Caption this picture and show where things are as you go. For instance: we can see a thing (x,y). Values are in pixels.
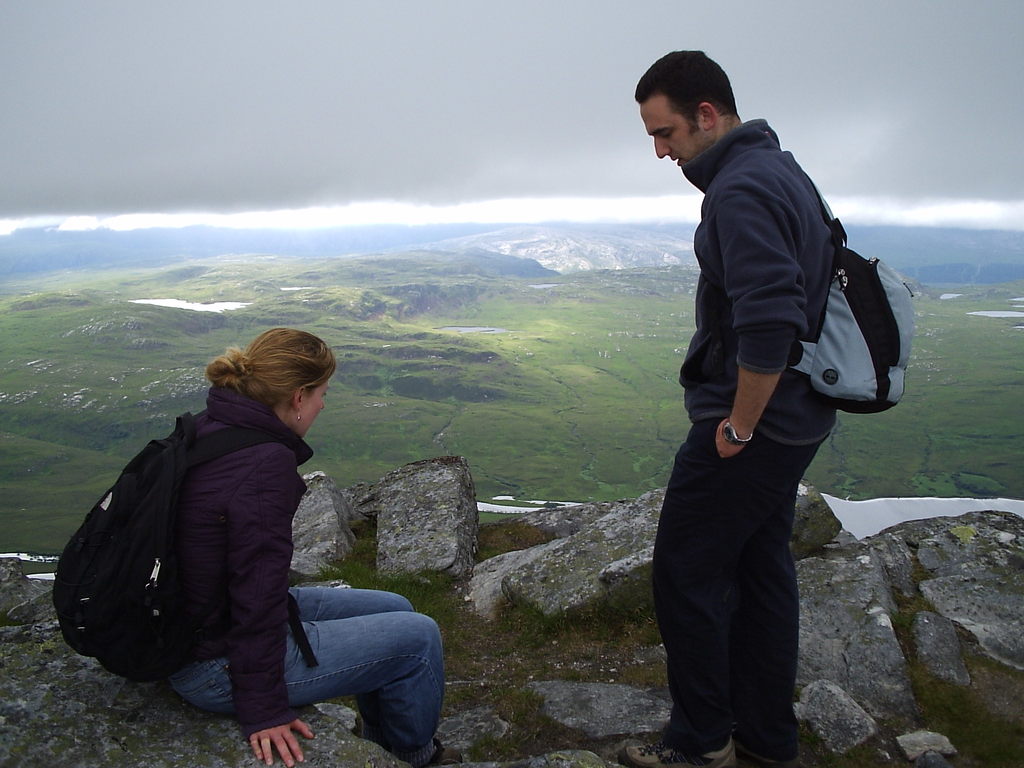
In the foreground of the picture (756,490) there are two persons (253,590) and there are rocks (64,687). The persons (286,604) are wearing backpacks (133,544). In the center of the picture (631,386) there are mountains (443,262), green lands (517,338), water bodies (990,314) and other objects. Sky (118,69) is cloudy.
